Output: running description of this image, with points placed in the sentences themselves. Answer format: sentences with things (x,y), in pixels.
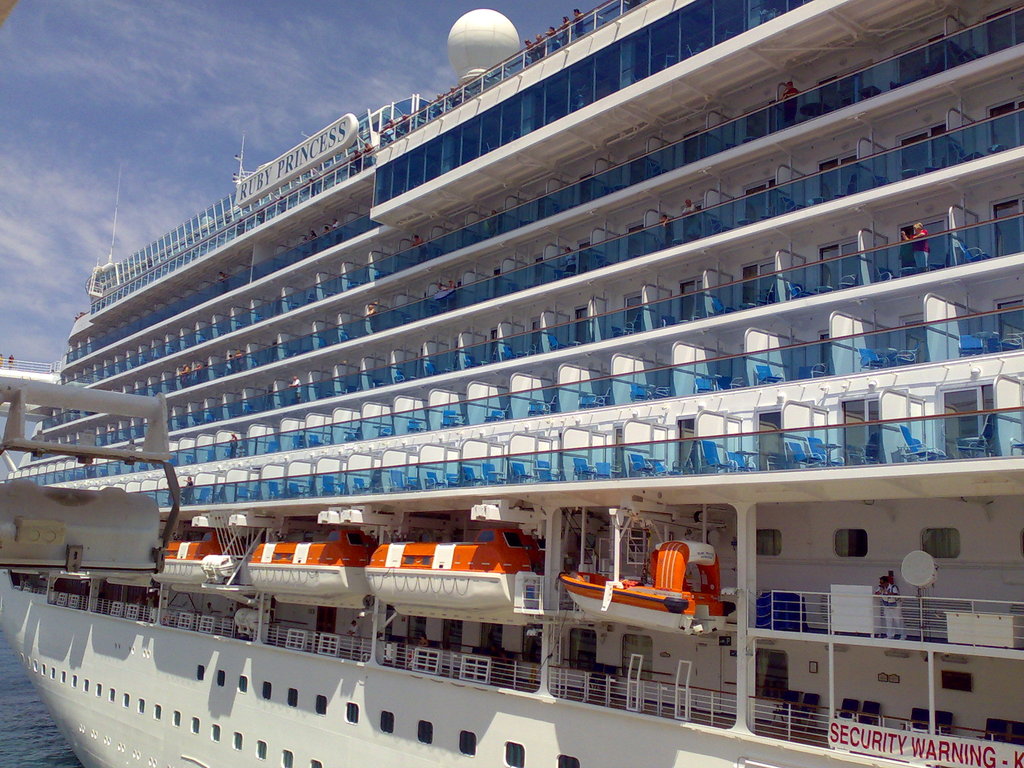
In the foreground of this image (282,705), there is a truncated ship (109,662) on the water (36,730). At the top (120,123), there is the sky (143,58) and the cloud (134,44).
